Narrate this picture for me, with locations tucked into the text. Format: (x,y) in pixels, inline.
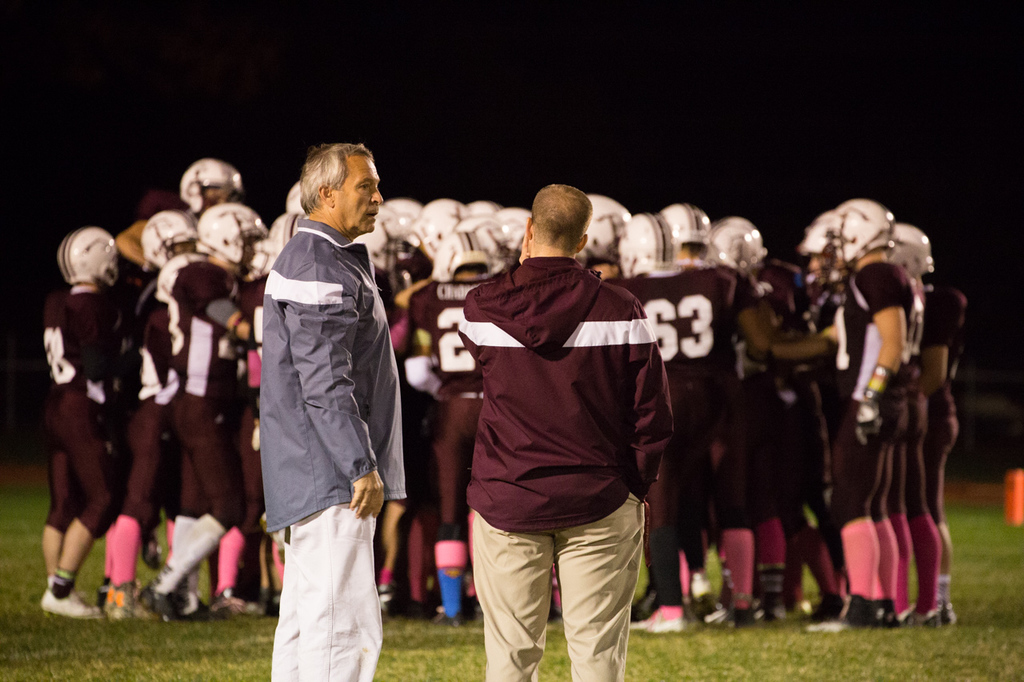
In this image I can see group of people (437,374) standing. In front (326,561) the person (315,438) is wearing gray and white color dress (311,515) and the person (599,501) at right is wearing maroon and cream color dress (595,469) and I can see the dark background (808,14).
